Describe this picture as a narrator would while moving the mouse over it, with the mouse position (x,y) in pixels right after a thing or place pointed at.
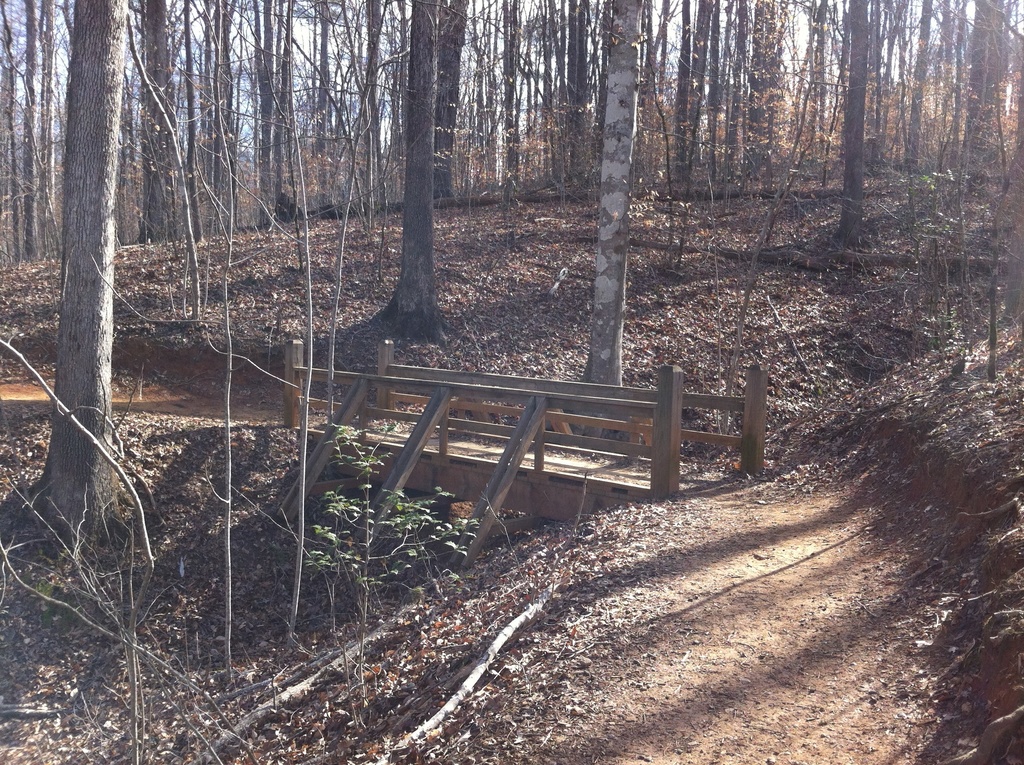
In this image, we can see a forest (385,224). There is a bridge (596,457) in the middle of the image (426,481).
